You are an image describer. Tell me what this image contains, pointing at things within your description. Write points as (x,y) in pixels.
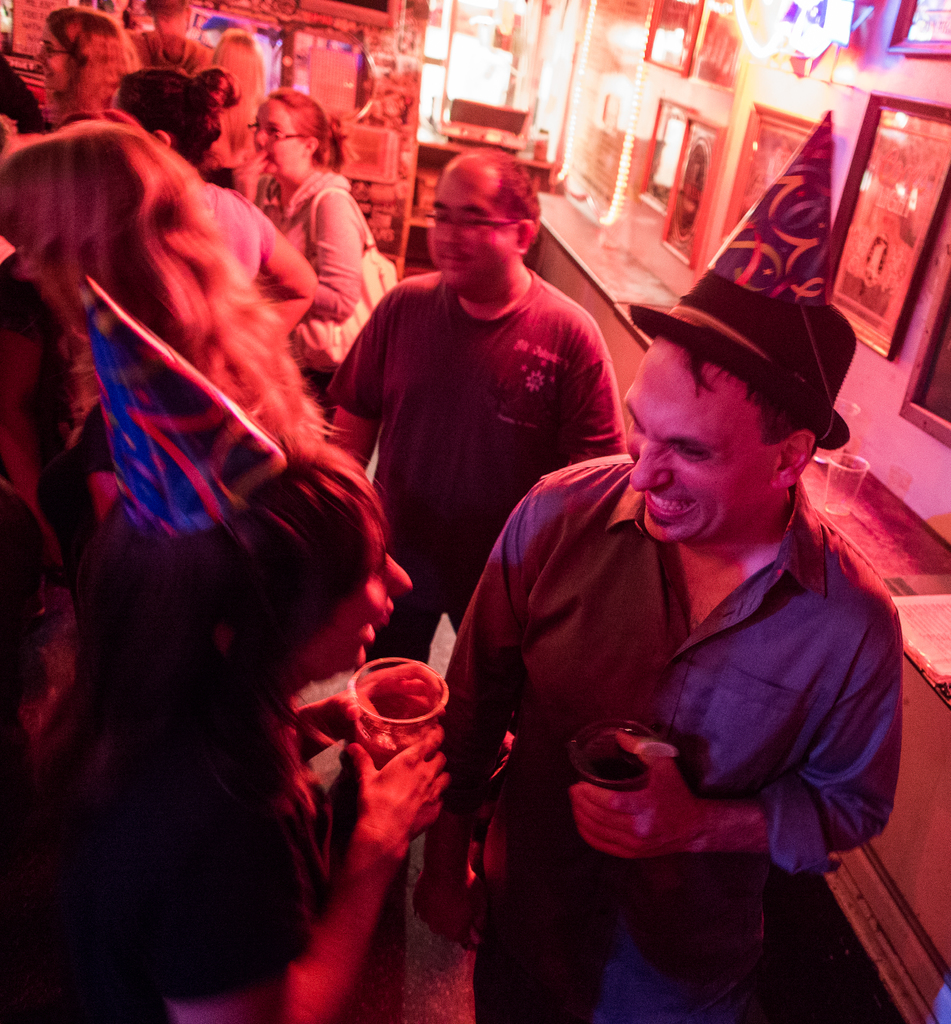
In this picture I can see so many people (369,557) are standing and holding few objects (415,738), side there are some frames (906,167) to the wall (639,132).
